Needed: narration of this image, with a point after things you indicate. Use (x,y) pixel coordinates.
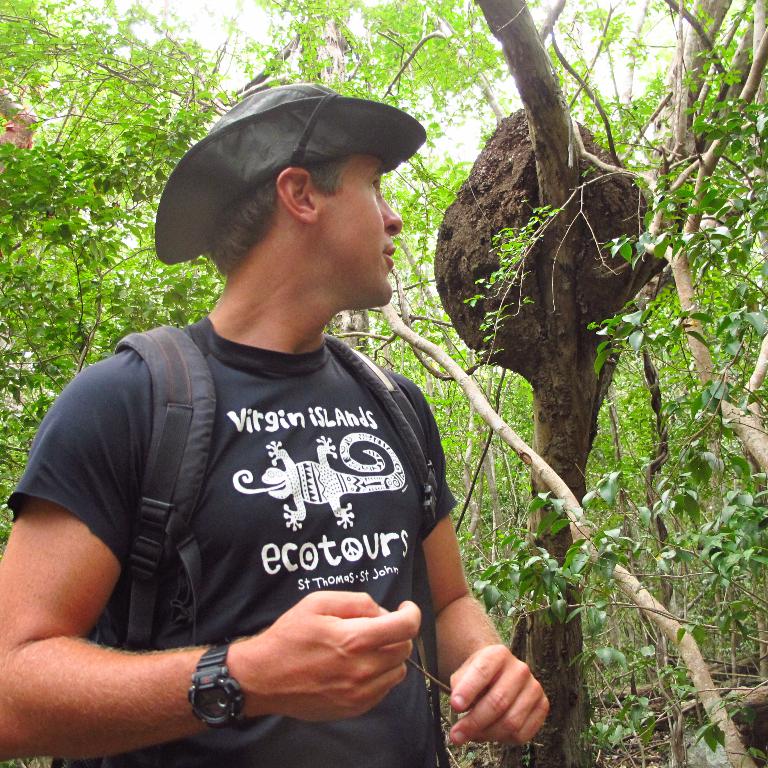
In this image, we can see a person (369,424) wearing clothes (330,424) and hat (297,134). In the background (675,130), we can see some trees (675,146).
